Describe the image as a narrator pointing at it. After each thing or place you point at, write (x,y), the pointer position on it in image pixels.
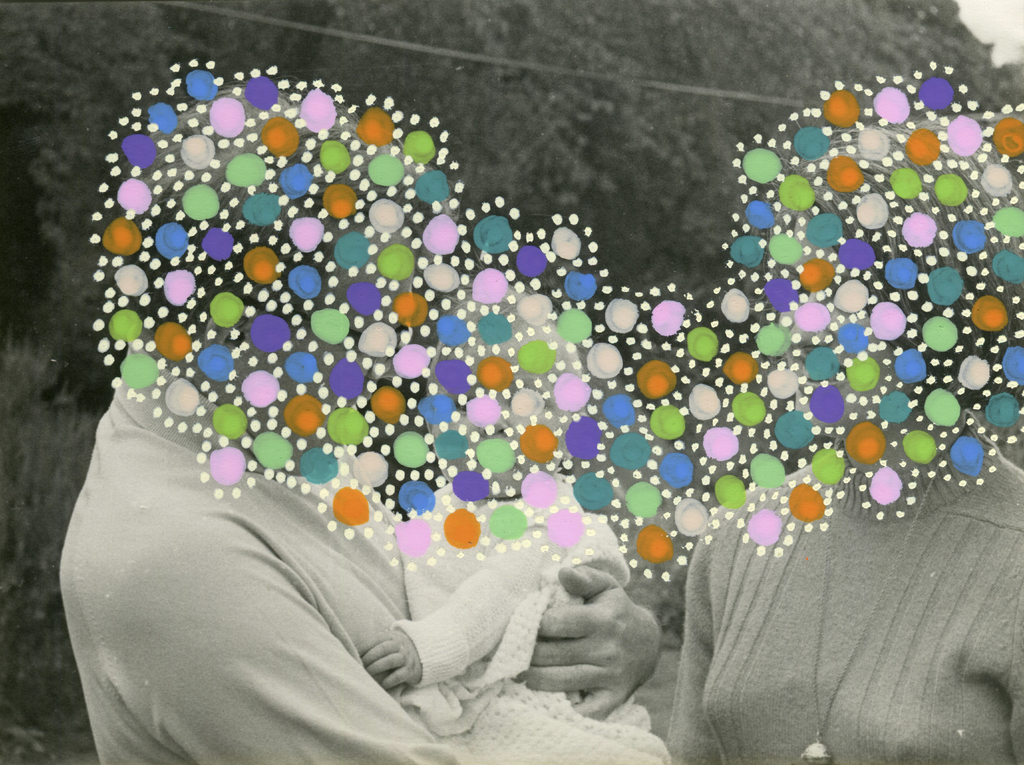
This is an edited image in which there are persons (620,637). On the left side (291,572) there is a person (295,581) holding a baby (496,586) in his hand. In the background (507,82) there are trees (653,58) and there are colorful objects (942,277) covered on the face (334,309) of the persons (788,313).
